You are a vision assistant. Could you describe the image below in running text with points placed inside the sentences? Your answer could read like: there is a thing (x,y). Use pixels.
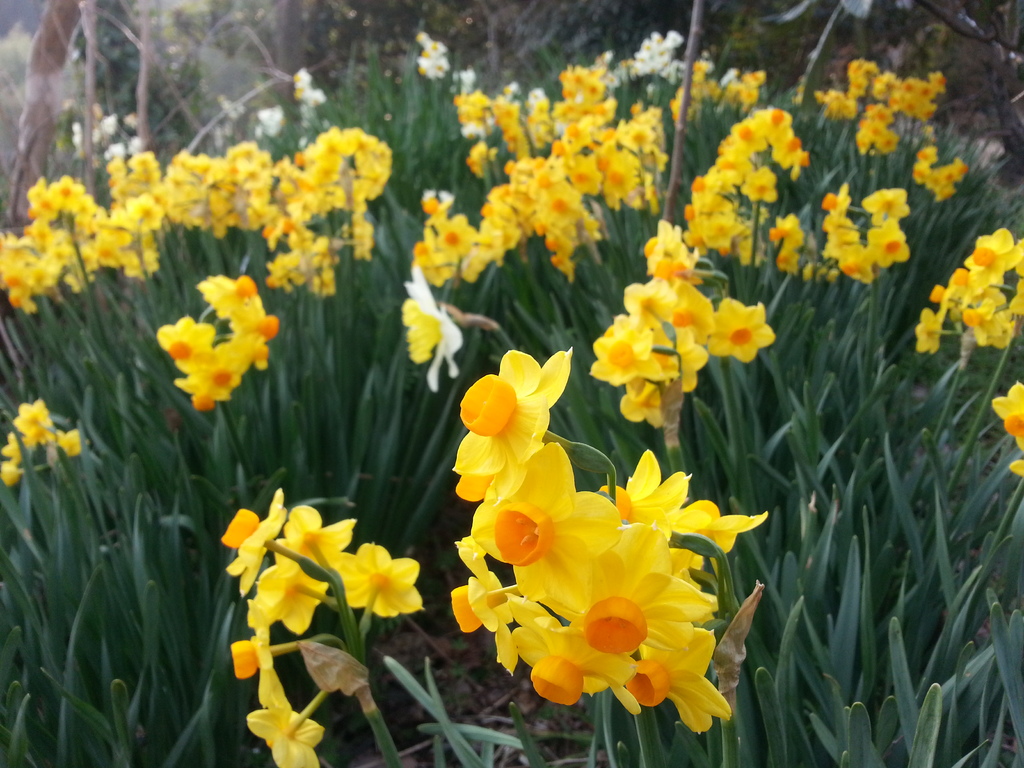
This picture is taken from outside of the city. In this image, we can see some plants (681,353) with flowers (107,234) which are in yellow color.
